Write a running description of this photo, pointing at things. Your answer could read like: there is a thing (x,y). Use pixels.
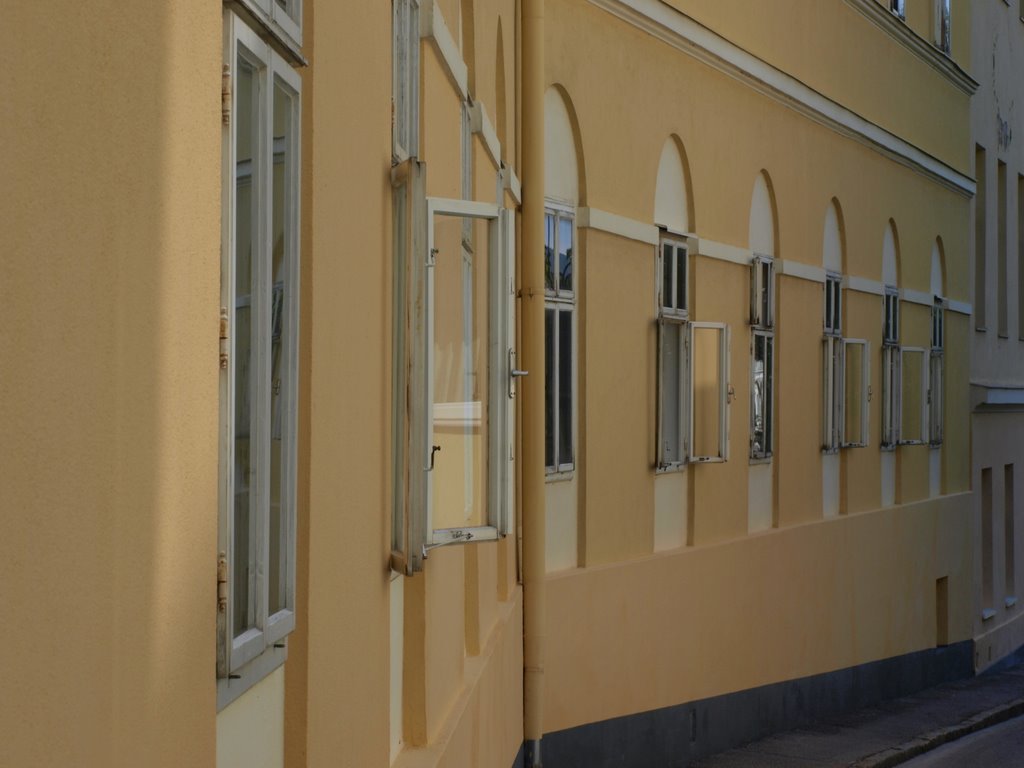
In this picture there is a building (397,346) in the center of the image (556,312), on which there are windows (685,358) and there is another building (1018,59) on the right side of the image (1007,323).
